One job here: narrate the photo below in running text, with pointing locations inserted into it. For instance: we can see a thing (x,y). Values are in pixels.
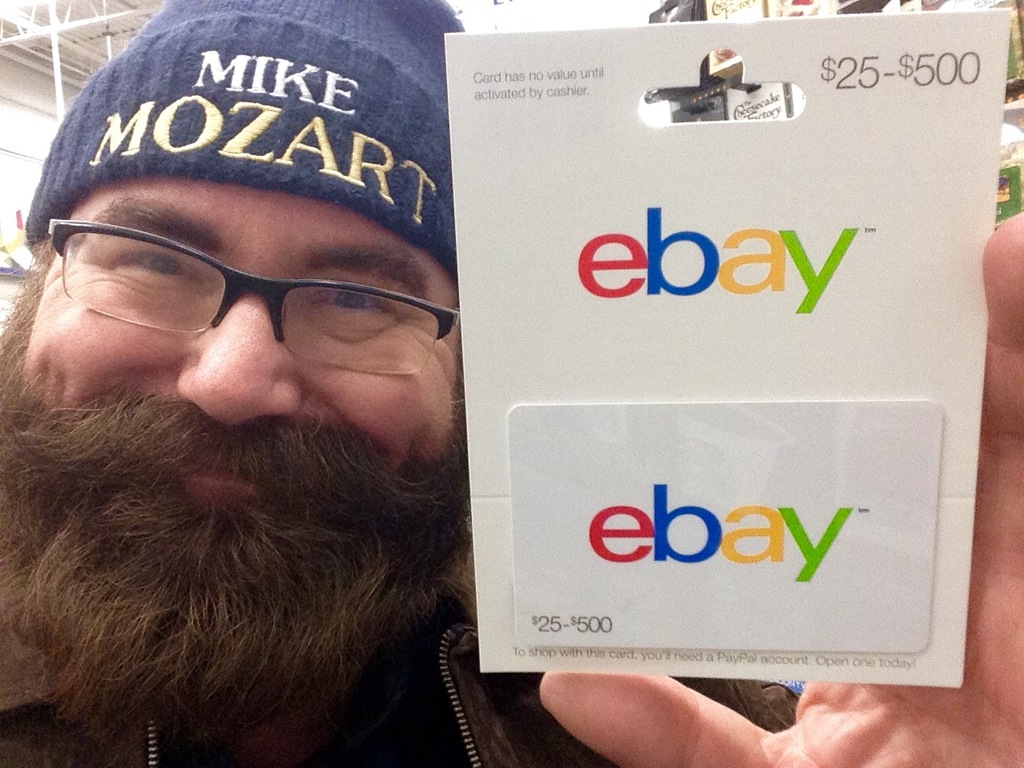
In the image a person (265,598) is standing and holding a paper (817,157) and smiling. Behind him there are some products (1012,107). In the top left corner of the image (59,59) there is roof (16,13).
